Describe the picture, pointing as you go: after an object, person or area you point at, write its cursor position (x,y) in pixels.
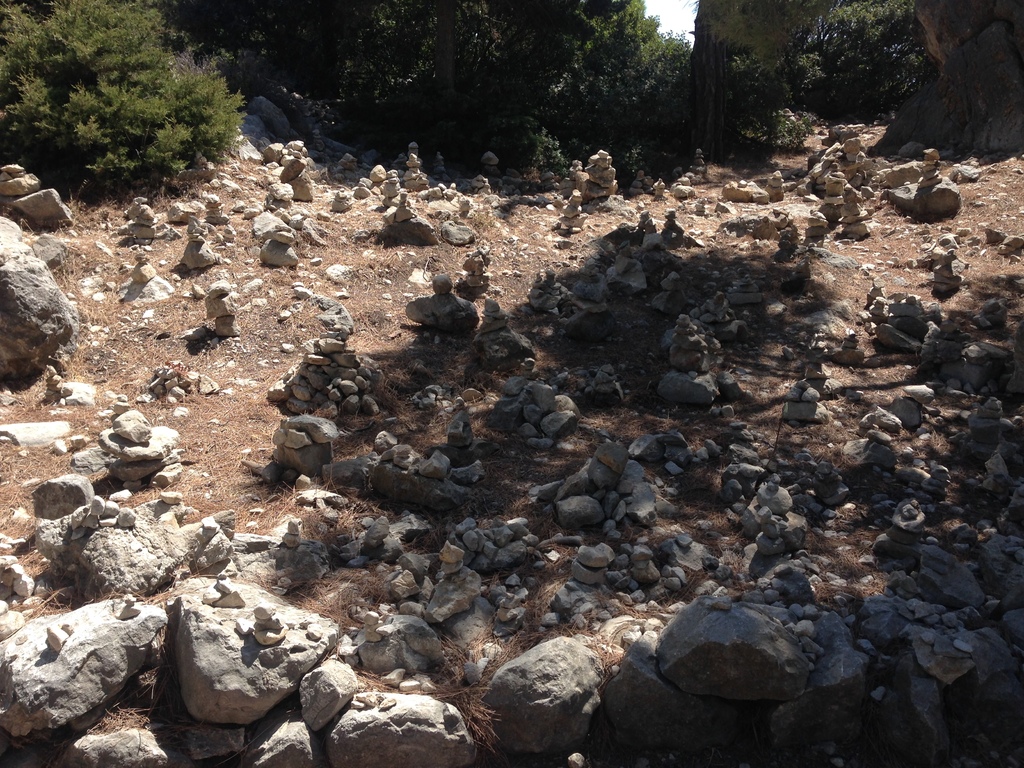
In this image we can see rocks (58,547) on the ground (90,298) and we can see trees (584,21) in the background (791,47).
